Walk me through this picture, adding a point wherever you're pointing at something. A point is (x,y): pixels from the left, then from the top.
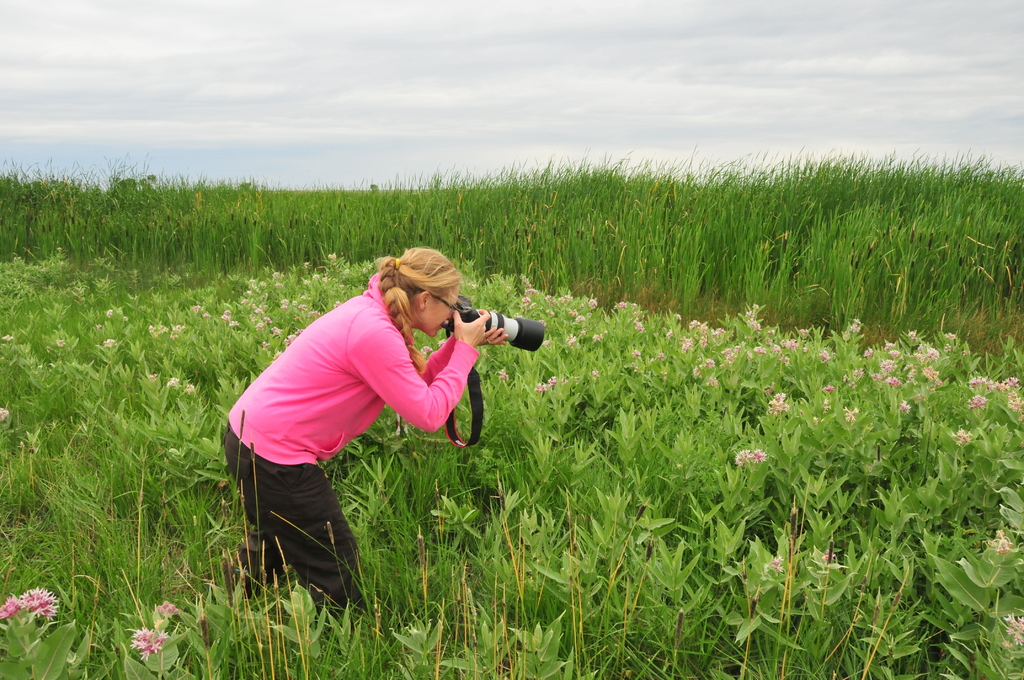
In the middle of the image (462,316) a person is standing and holding a camera (511,323). Behind her there are some plants (499,299) and grass (370,249). At the top of the image (943,33) there are some clouds (110,11) and sky (34,31).
